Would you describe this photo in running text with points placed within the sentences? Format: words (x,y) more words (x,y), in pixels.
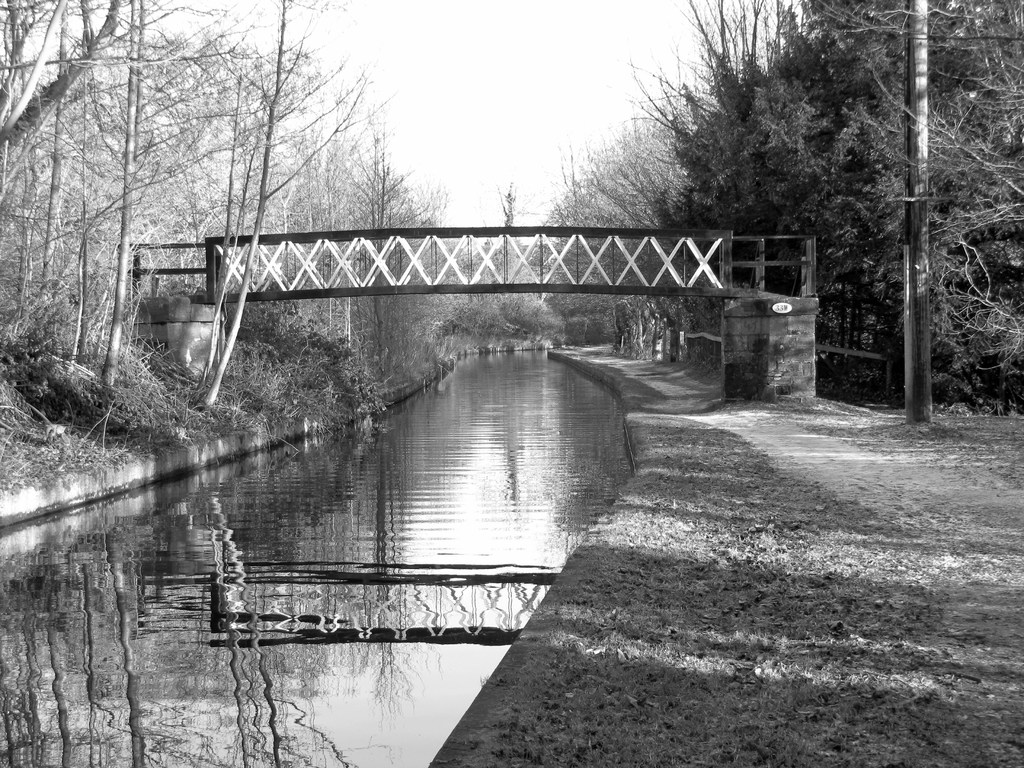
In the picture we can see a water (527,609) on the either sides there is a path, plants (19,323) and trees (955,190) and a bridge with a railing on the water (93,512) and in the background (451,202) we can see a sky (566,190).
